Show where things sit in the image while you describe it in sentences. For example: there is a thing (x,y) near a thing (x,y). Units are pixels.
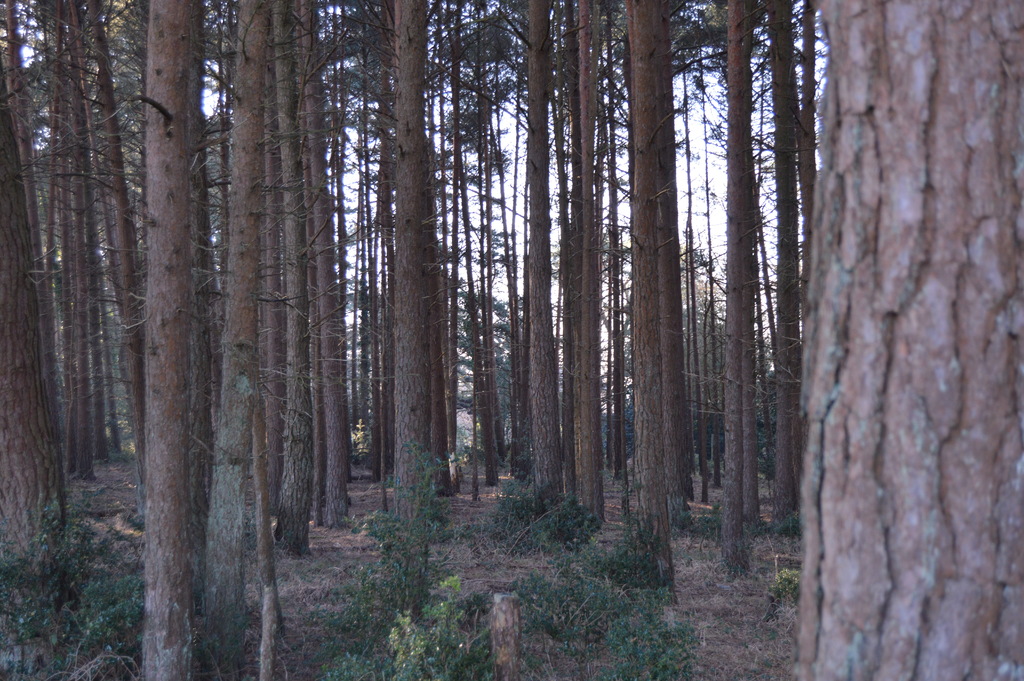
Here we can see plants (420,585) and trees (676,24). In the background (677,162) there is sky (496,123).
